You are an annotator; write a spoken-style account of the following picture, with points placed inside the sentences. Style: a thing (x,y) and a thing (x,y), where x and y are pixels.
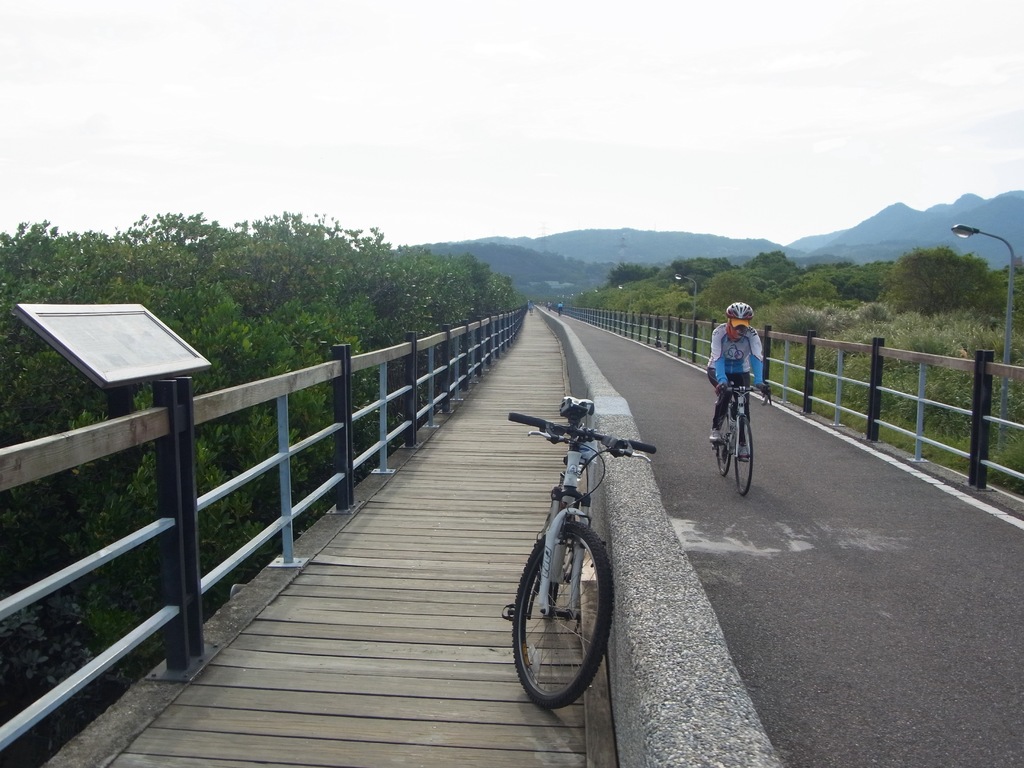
In this picture we can see a person (723,359) wore a helmet (745,307), riding a bicycle (742,443) on the road (699,484), fences (491,328), trees (350,277), pole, bicycle (570,497) on the footpath (462,421), mountains (530,278), some objects (206,369) and in the background (670,69) we can see the sky (516,83).
